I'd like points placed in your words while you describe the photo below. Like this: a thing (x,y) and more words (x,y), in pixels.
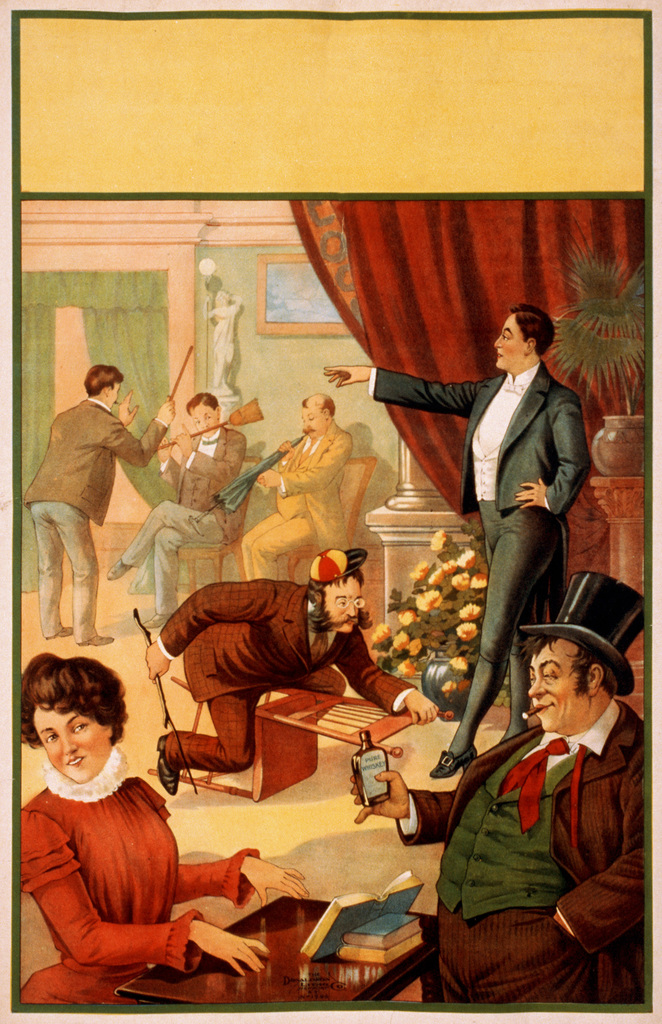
This image consists of a poster (245,365) with a few images (266,488) on it. At the bottom of the image (309,949) there is a table (263,973) with a few books (366,933) on it. On the left side of the image (102,825) a woman (84,904) is sitting on the chair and a man (102,446) is standing on the floor (189,819) and holding a stick (179,385) in his hands (118,417). In the background (289,342) there is a wall (314,356) with a picture frame (294,332) and there is a sculpture (216,332). There are a few curtains (98,306). Two men (327,456) are sitting on the chairs (348,524) and holding an umbrella (253,472) and a broom (242,419) in their hands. On the right side of the image (633,408) there is a plant (624,296) in the pot (604,470). There is a pillar (616,532) and there is a flower vase (463,637). A man (536,569) is standing on the floor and another man (505,853) is standing and he is holding a bottle (374,789) in his hand (391,785). In the middle of the image (281,616) there is a chair (302,731) and there is a man (220,631). He is holding a stick (160,703) in his hands (156,658).
